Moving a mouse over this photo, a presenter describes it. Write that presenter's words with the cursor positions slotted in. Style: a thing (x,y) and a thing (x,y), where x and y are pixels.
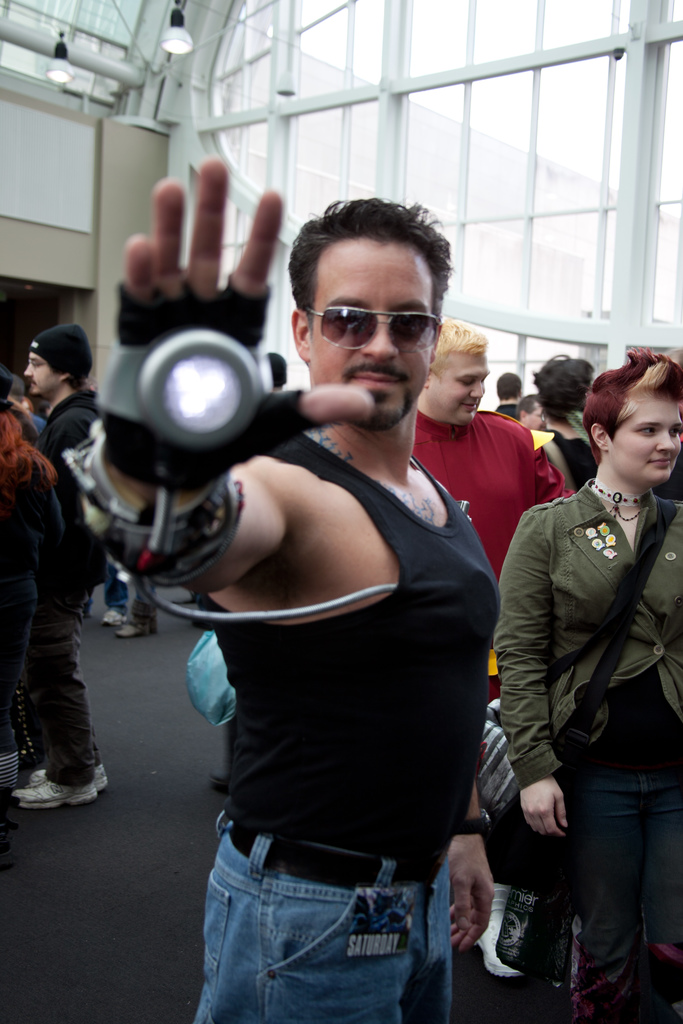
In this image, we can see many people (330,374) and one of them is wearing a glove (218,329). In the background (423,129), there are windows (218,117) and lights (176,11) and a wall (124,167). At the bottom (84,863), there is a floor (93,875).
